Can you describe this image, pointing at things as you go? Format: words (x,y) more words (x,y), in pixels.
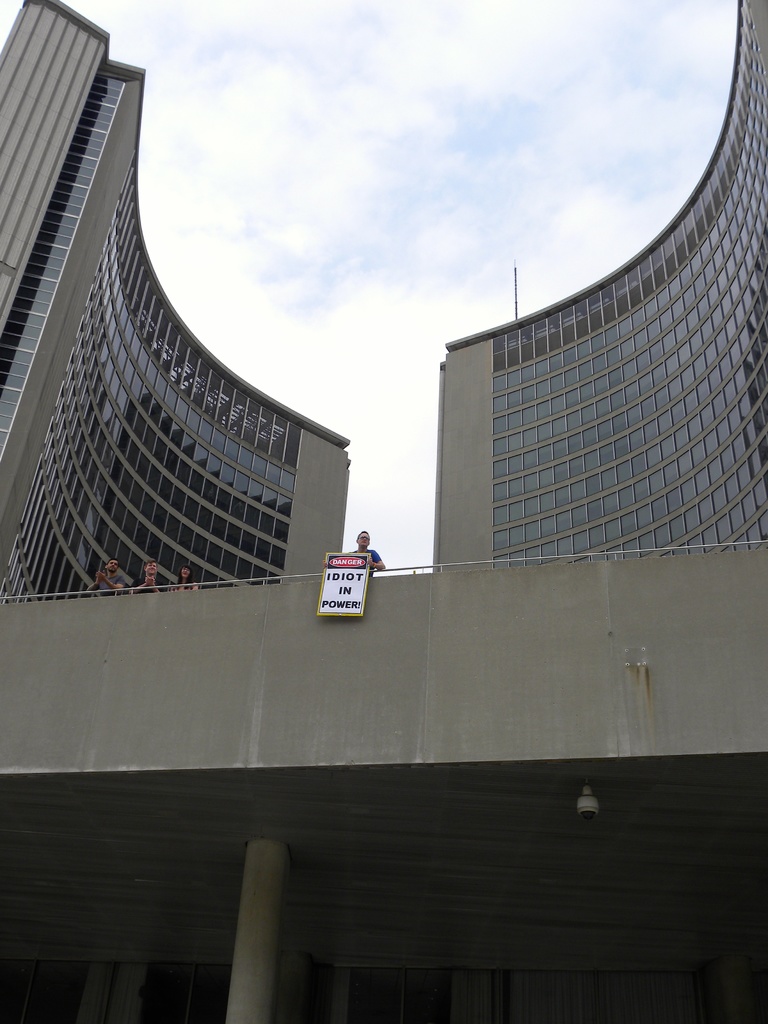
In this image I can see few people (111,580). I can see one person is holding the board (338,603). In the background (212,465) I can see the buildings (208,500), clouds (231,330) and the sky (321,232).
